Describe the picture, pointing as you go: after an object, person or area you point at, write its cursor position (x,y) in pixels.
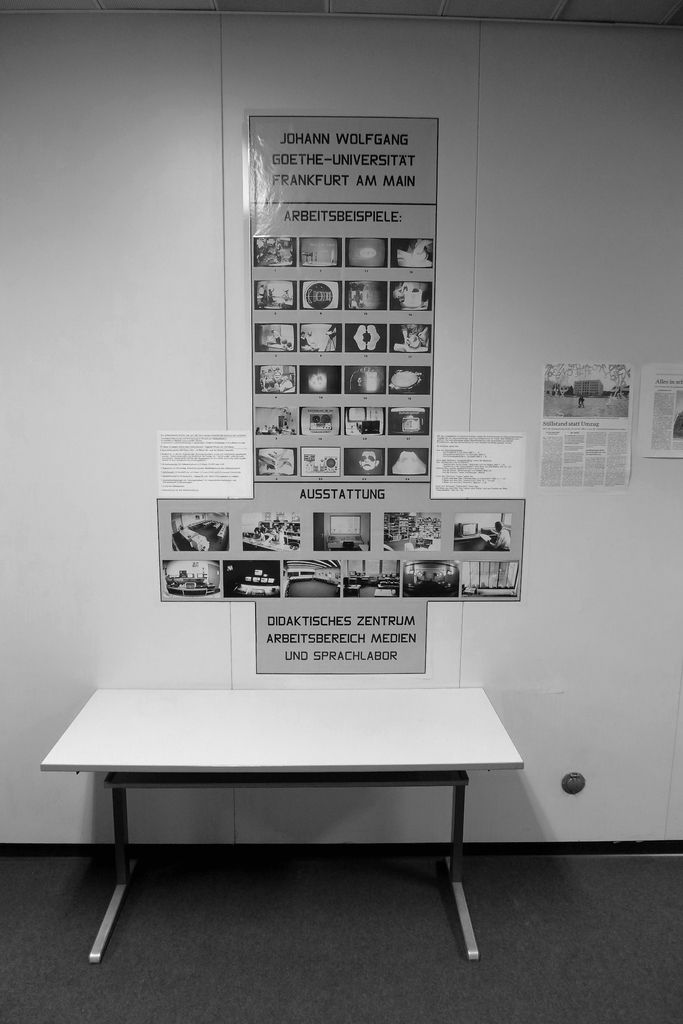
In this image I can see white color table (319,775) and a wall (141,254) which has some papers (307,368) attached to it. This picture is black and white in color.
